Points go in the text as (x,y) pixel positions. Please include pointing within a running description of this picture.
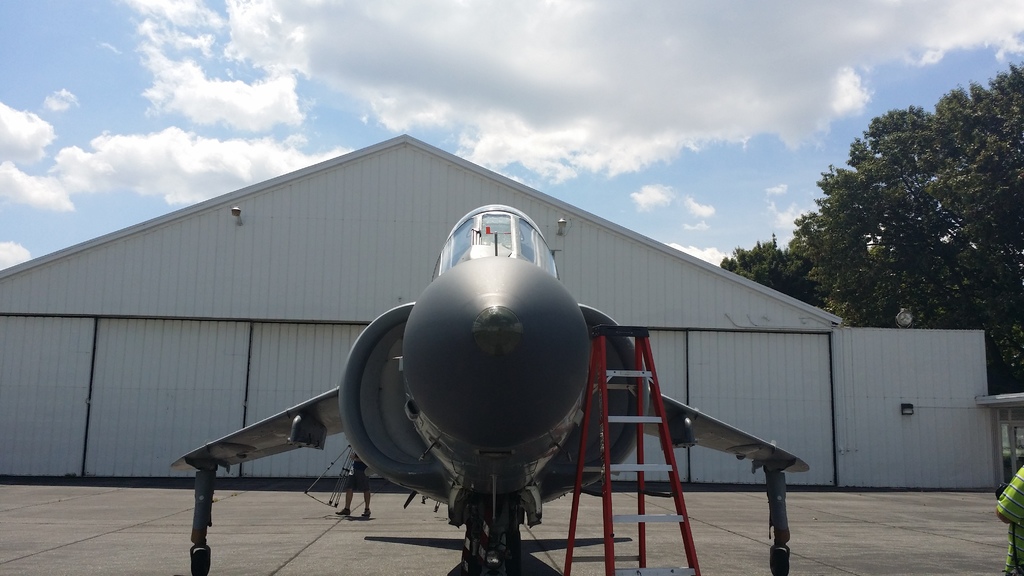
In the center of the image (375,330), we can see an aeroplane (520,413) and in the background (381,233), there is a shed (827,315) and we can see some trees (937,248) and there is a person (1002,517), on the bottom right (1008,532). At the top (213,92), there are clouds (247,86) in the sky (397,109).
